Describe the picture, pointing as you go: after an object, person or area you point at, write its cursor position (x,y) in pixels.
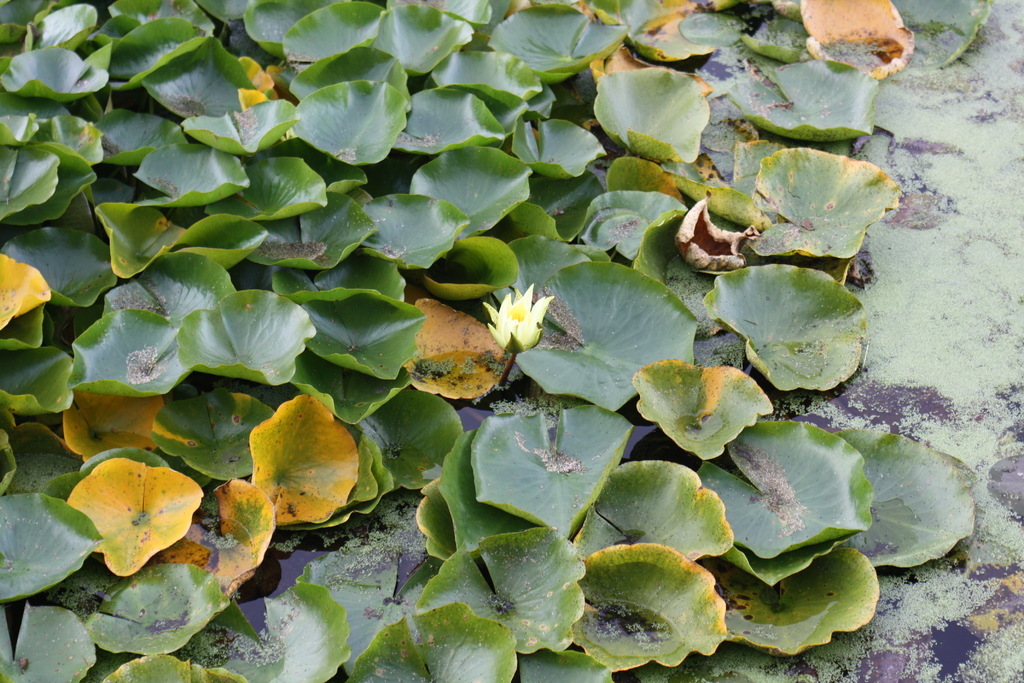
In this image we can see a flower (516,343), and plants (619,365) are floating on the water (847,383).
